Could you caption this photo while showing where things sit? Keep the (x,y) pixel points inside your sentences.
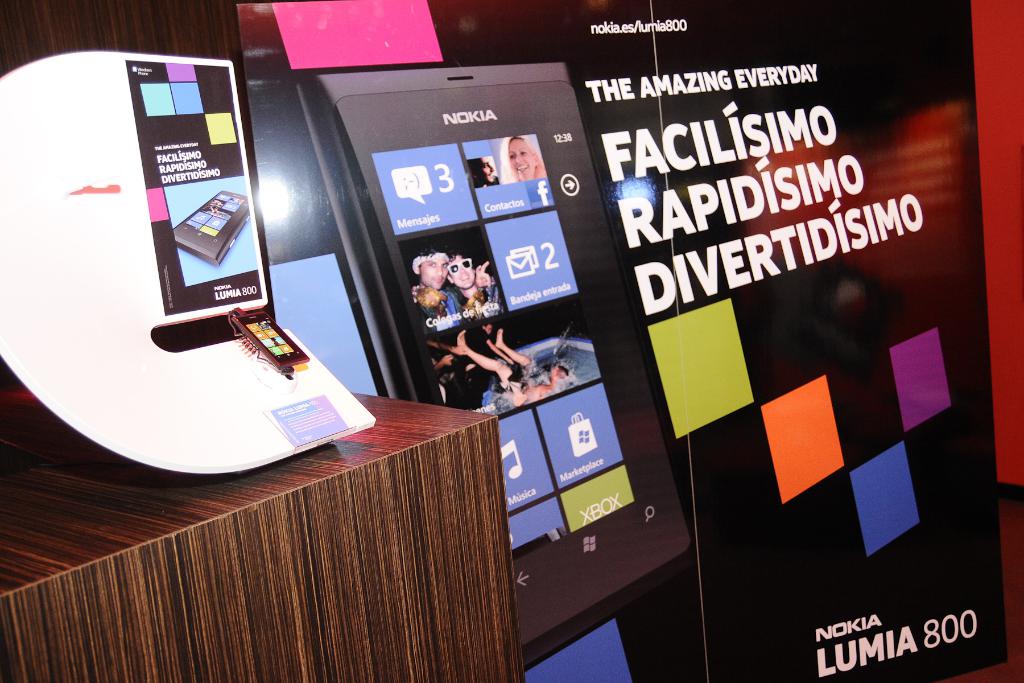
In this image in the center (486,246) there are boards (628,281) with some text (713,292) and images (709,415) on it. On the left side (104,539) there is a table (208,528).
